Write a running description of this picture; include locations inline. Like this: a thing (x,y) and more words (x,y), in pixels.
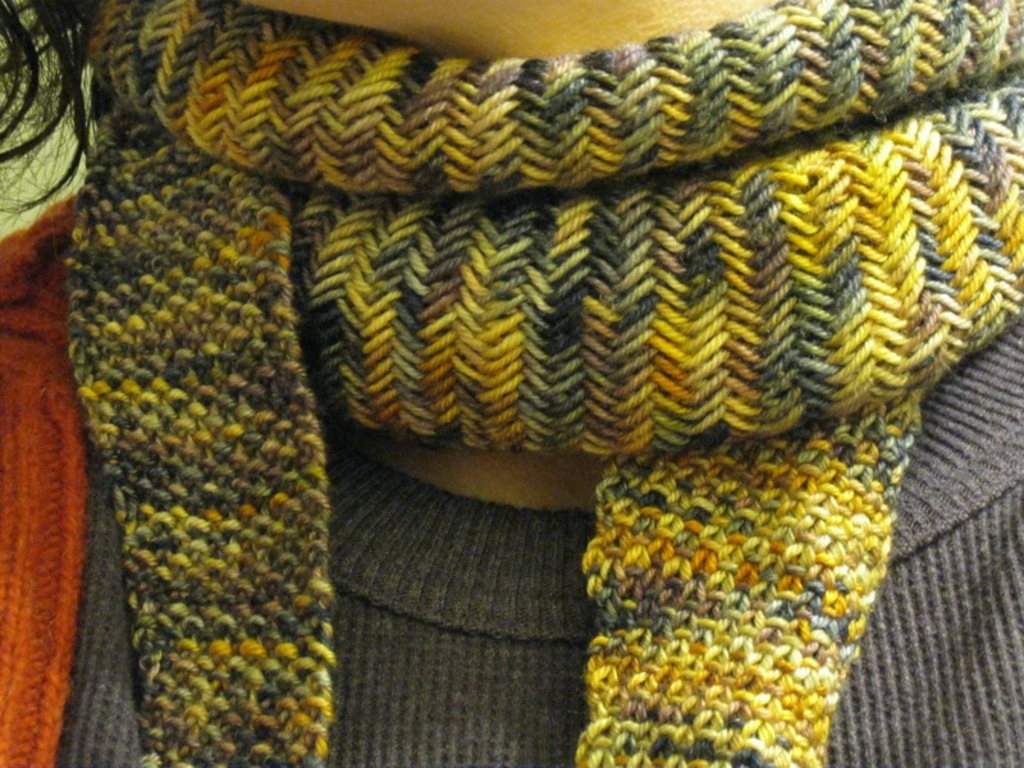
In this image there is a person (381,424) wearing a woolen scarf (684,251) and a woolen shirt (463,633).
